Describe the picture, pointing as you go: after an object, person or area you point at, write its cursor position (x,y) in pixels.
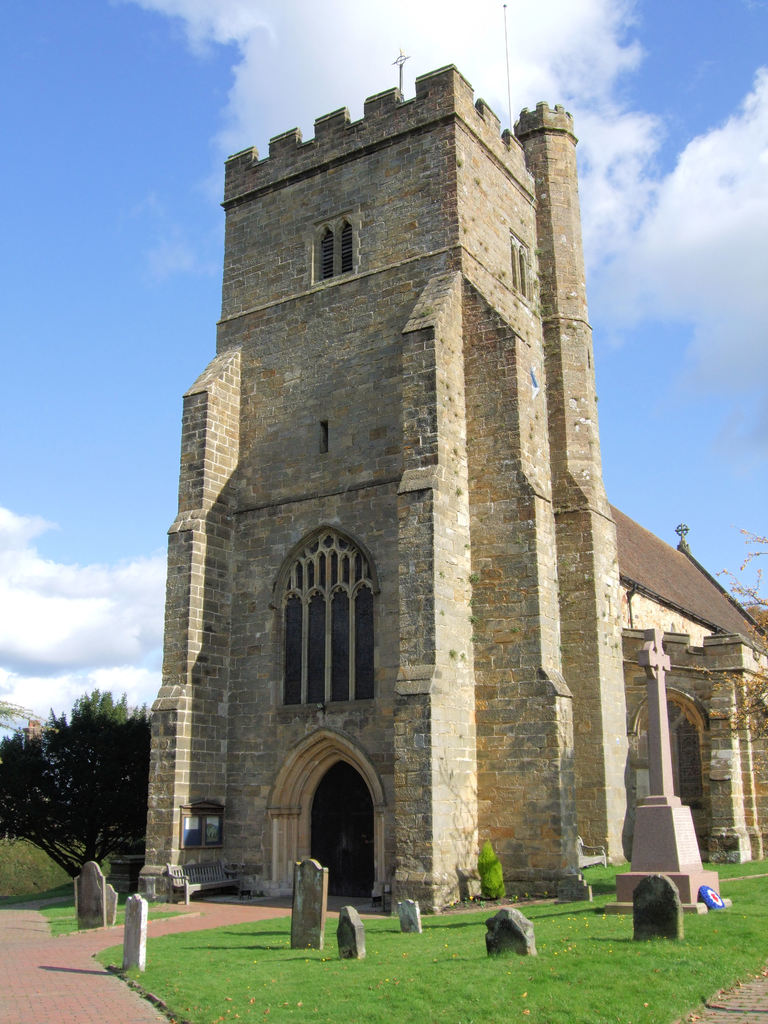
There is a building (628,643) and there are few stones (499,912) on a greenery ground (558,951) in front of it and there is a tree (88,778) in the left corner (88,791).
